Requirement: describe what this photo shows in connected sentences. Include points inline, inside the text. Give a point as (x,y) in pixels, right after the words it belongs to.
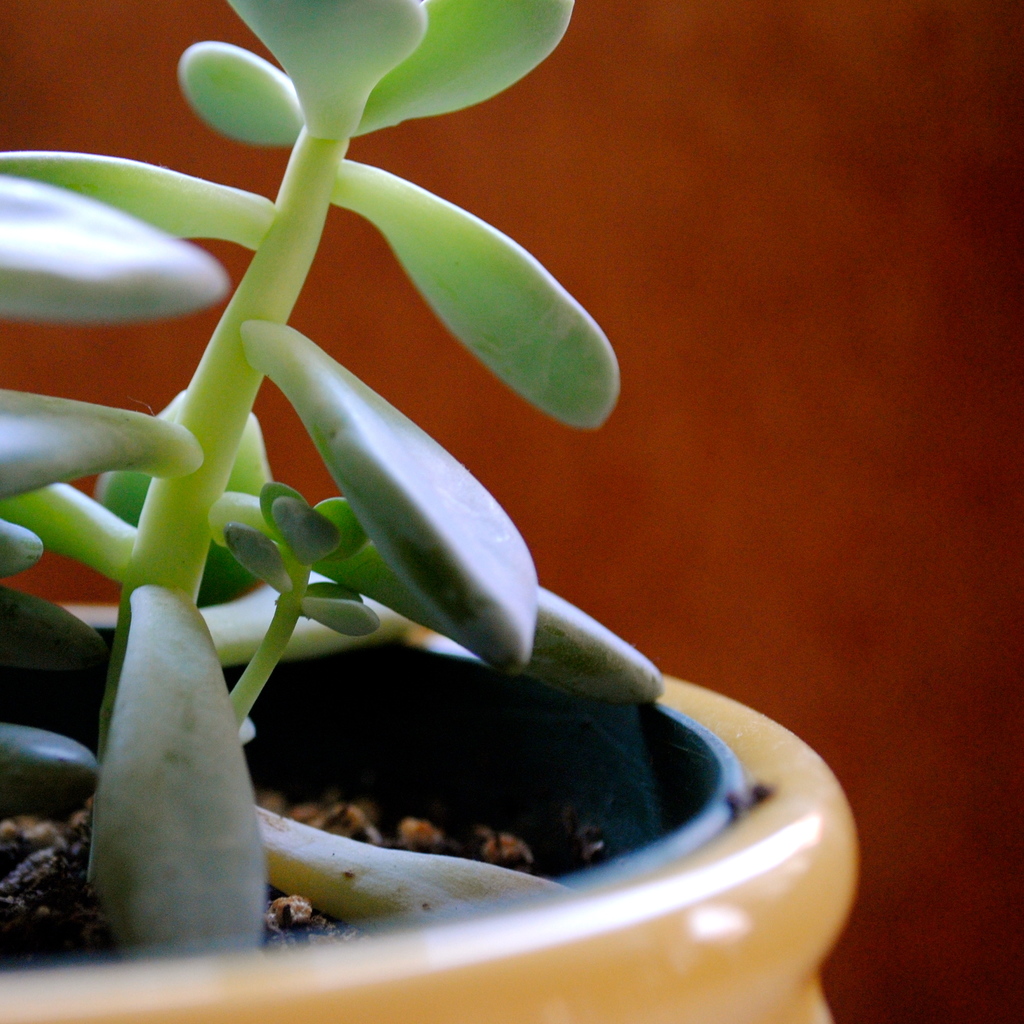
In this image, we can see a flower pot (453,801) and a plant (445,877). In the background (740,199), we can see the red color.
